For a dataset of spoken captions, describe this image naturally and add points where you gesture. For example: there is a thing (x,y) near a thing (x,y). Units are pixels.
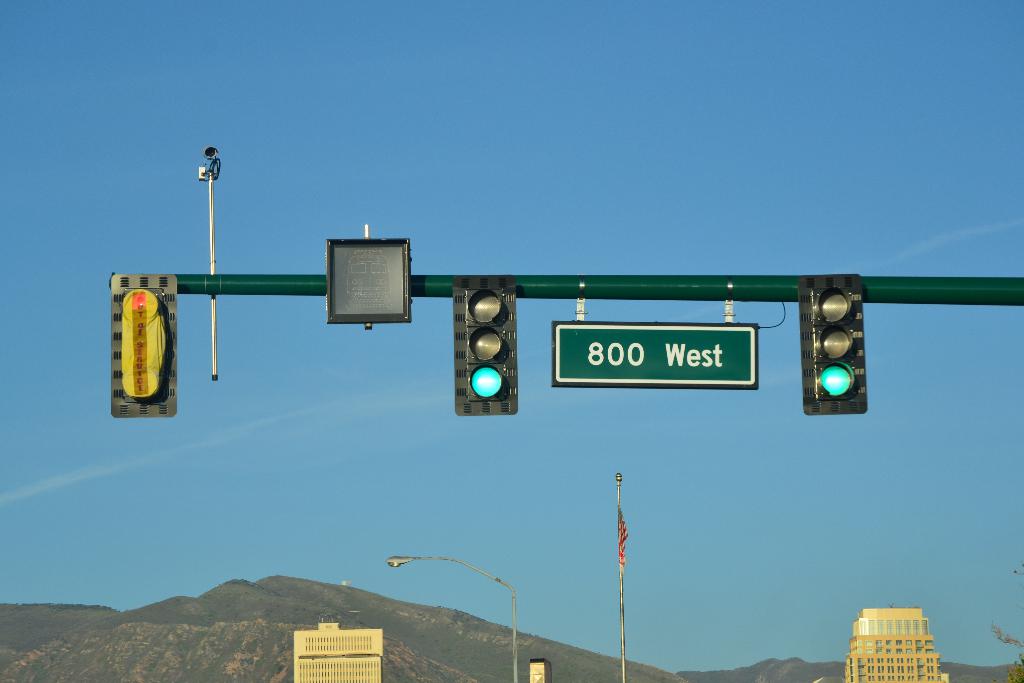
In this image we can see traffic signals (835,283), boards (380,275), poles (476,563), flag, buildings (344,671), and other objects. In the background (40,646) we can see mountain (42,628) and sky (316,342).
